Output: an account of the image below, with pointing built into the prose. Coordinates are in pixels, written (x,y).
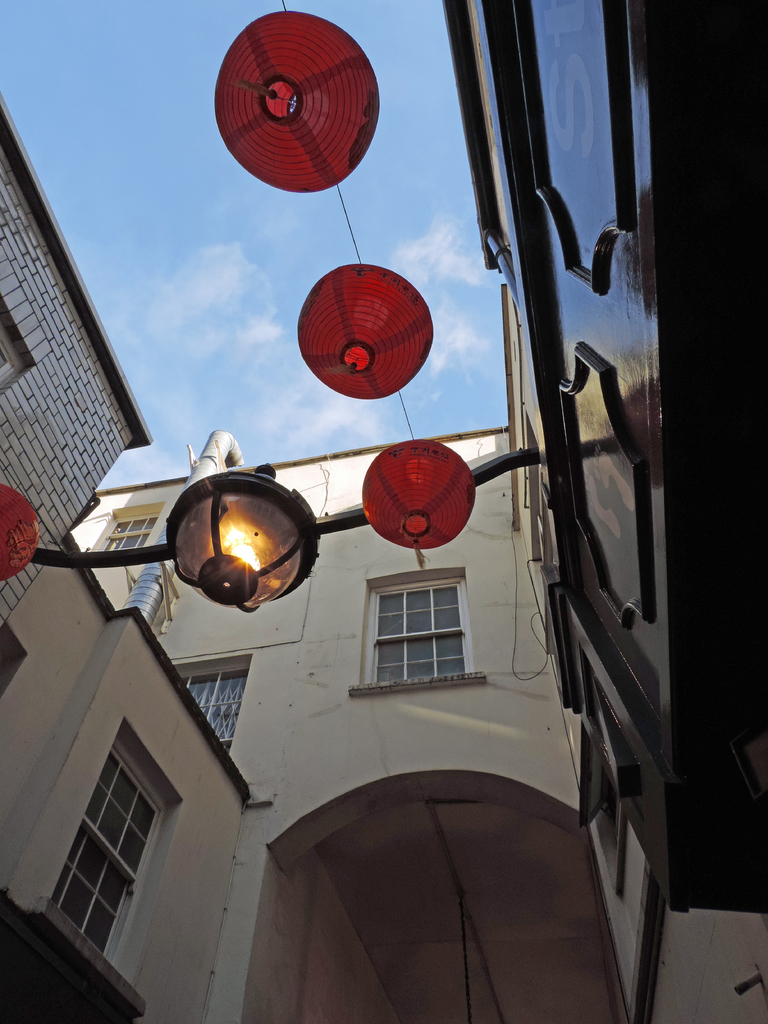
In this image there are some buildings (436,602) and in the center (306,349) there are some lights (318,288), and at the top (233,211) there is sky (229,185).
